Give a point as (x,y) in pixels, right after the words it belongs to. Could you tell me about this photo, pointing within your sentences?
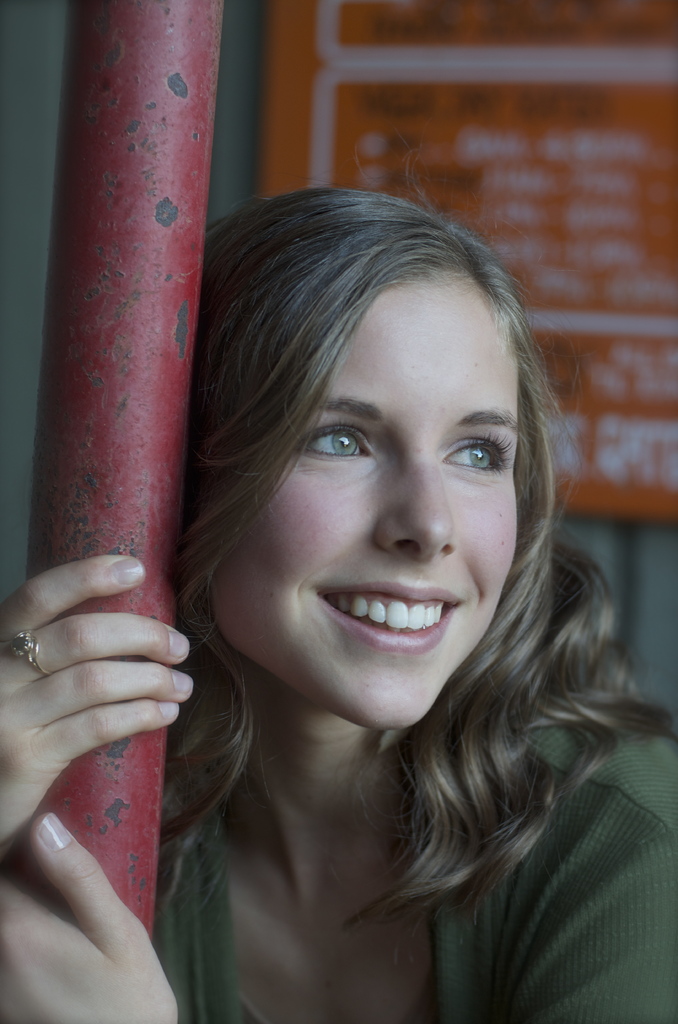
In the background (568,98) we can see a board (472,69). In this picture we can see a woman (305,534) holding a red pole (135,539) with her hands (50,743). We can see a ring (34,659) to her finger (58,657).
